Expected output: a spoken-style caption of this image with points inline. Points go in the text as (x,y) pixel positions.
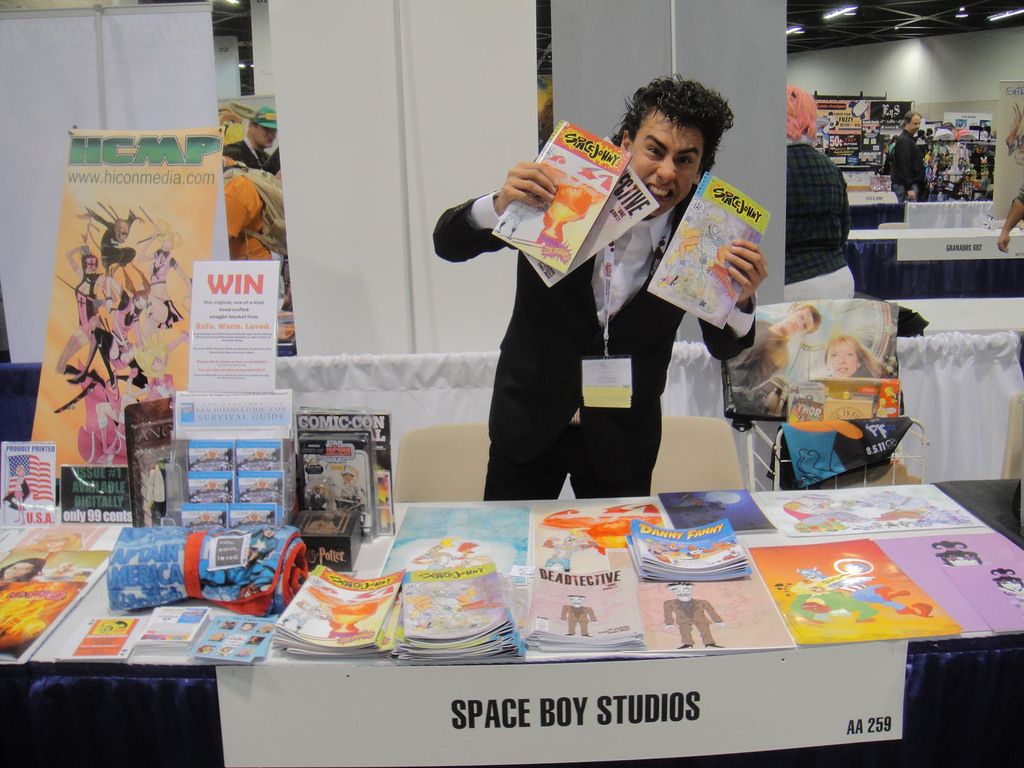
In this picture there is a man (644,363) who is wearing black dress (655,350). He is holding a books (617,185), beside him we can see the chairs (734,475) and table (757,539). On the table (856,641) we can see different kind of books (914,629) and a blanket (277,600). In the top right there are two persons (828,165) were standing near to the books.
